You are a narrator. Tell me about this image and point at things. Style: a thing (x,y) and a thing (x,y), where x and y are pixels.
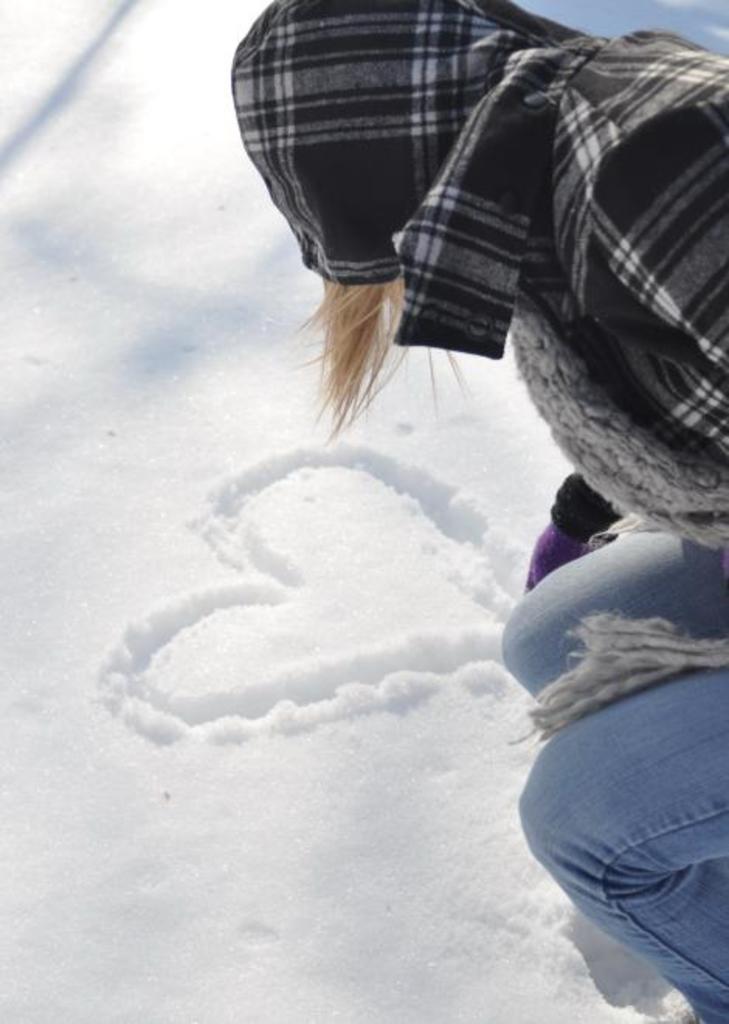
In this image we can see a person (393,232) and some snow (334,545) with a heart symbol (272,621).
